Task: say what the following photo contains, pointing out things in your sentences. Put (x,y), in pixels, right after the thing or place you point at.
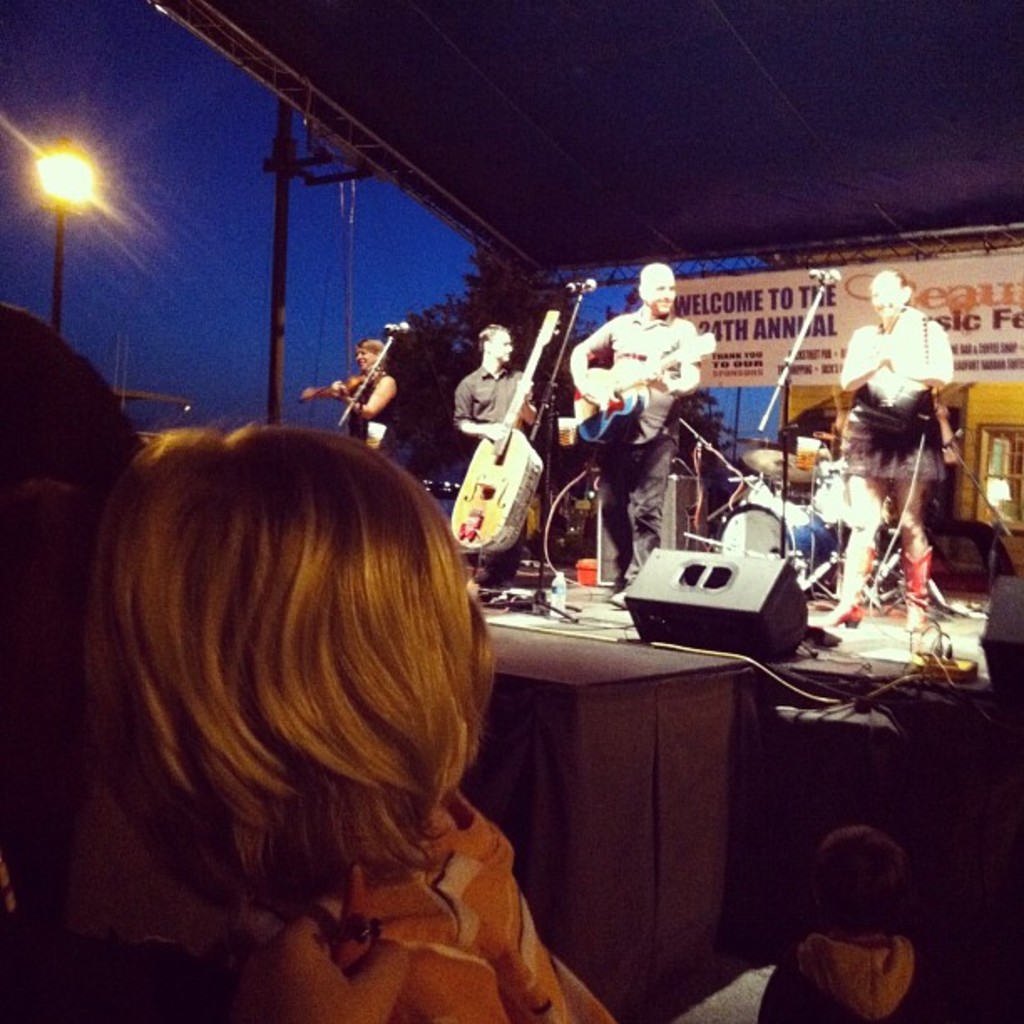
In the picture I can see four persons (505,413) standing where two among them are playing guitar (517,449) and the another person (366,357) is playing violin (364,375) and the remaining person (860,397) is standing in front of a mic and there are few audience (383,835) in front of them and there is a banner (804,301) which has something written on it is in the background (952,274).
